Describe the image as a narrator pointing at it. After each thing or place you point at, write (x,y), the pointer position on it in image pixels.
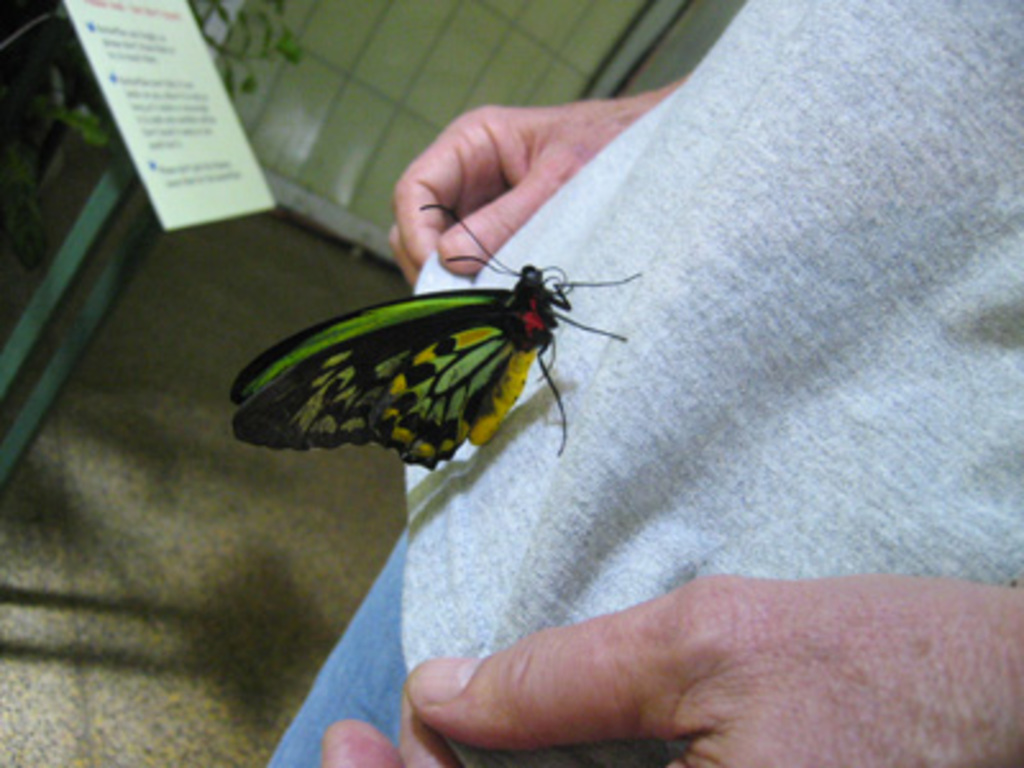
In this picture we can see a butterfly (288,436) on the dress (895,262) of a person (710,573). There is some text (117,44) visible on a whiteboard (256,168). We can see a tile wall (431,50) in the background (561,57).
